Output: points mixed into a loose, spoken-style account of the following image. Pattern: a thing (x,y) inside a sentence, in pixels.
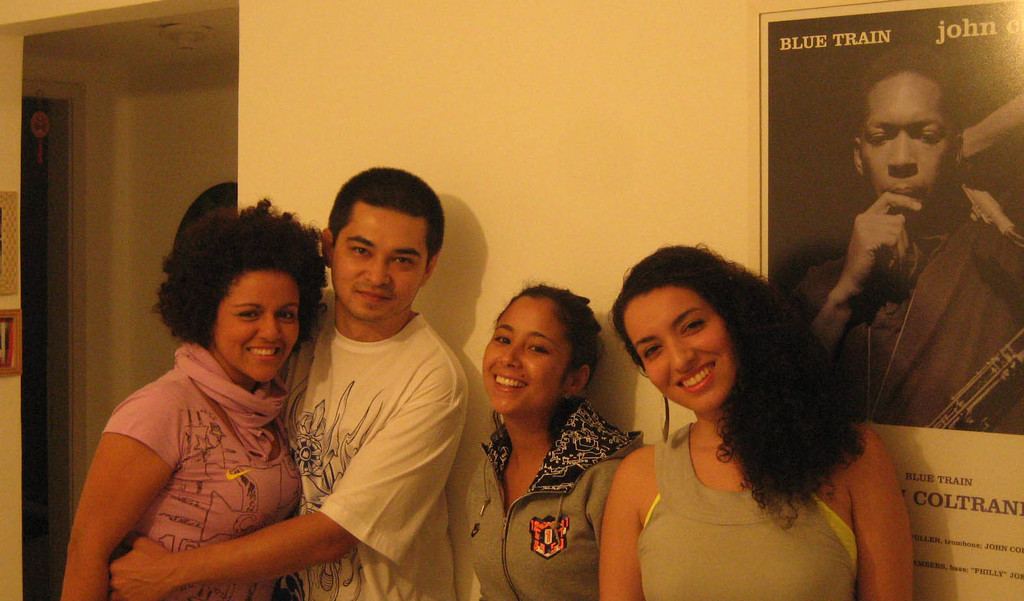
In this image we can see few persons (500,474) are standing at the wall (506,222) and on the right (826,153) there is a poster (892,130) on the wall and on the left side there is a holder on the ceiling (159,91) and other objects (17,338).
